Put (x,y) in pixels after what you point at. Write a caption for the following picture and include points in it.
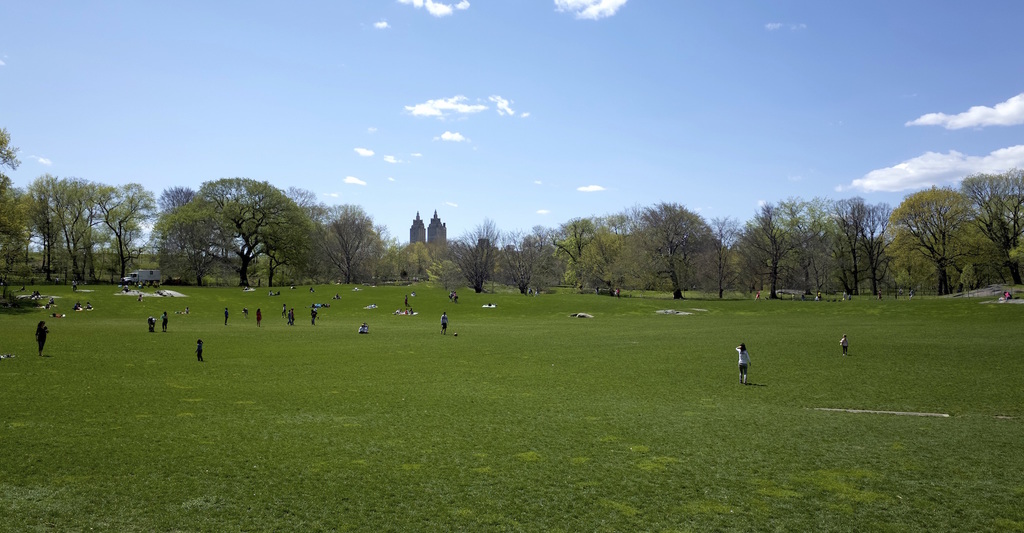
In this image I see the green grass (124,498) and I see few people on it and I see a truck (151,272) over here. In the background (178,256) I see the trees (584,263) and I see 2 towers (437,229) over here and I see the sky (689,172) which is of white and blue in color.
